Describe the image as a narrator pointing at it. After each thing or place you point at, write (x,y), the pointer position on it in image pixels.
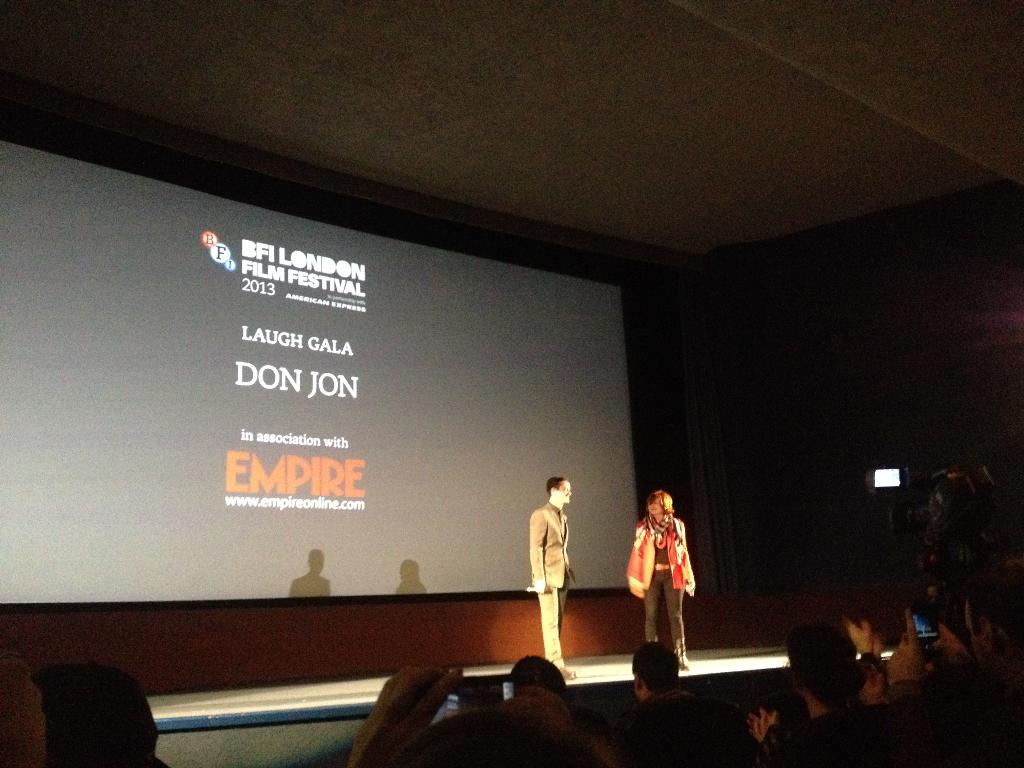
In this image we can see two people (688,577) standing. At the bottom (386,682) there are people (637,682) sitting and some of them are holding mobiles (488,686). In the background (509,579) there is a screen (404,495).
